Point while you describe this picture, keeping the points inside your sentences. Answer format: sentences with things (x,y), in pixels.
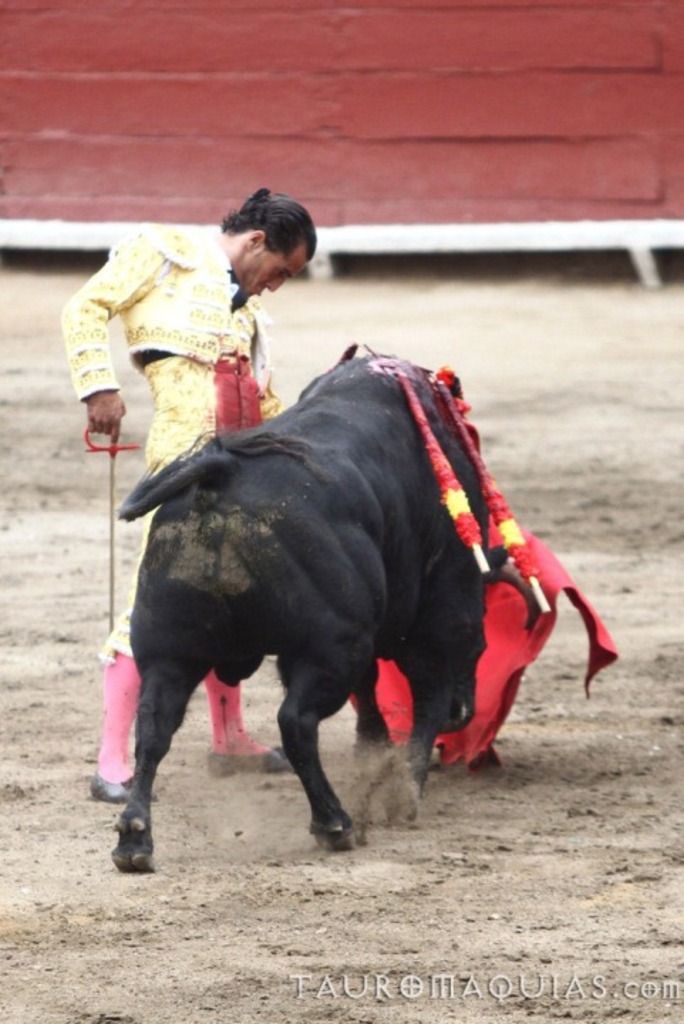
There is a man (95,404) standing and holding an object (127,450). We can see bull (368,692). In the background (476,126) we can see red wall (407,87). Bottom of the image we can see text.
